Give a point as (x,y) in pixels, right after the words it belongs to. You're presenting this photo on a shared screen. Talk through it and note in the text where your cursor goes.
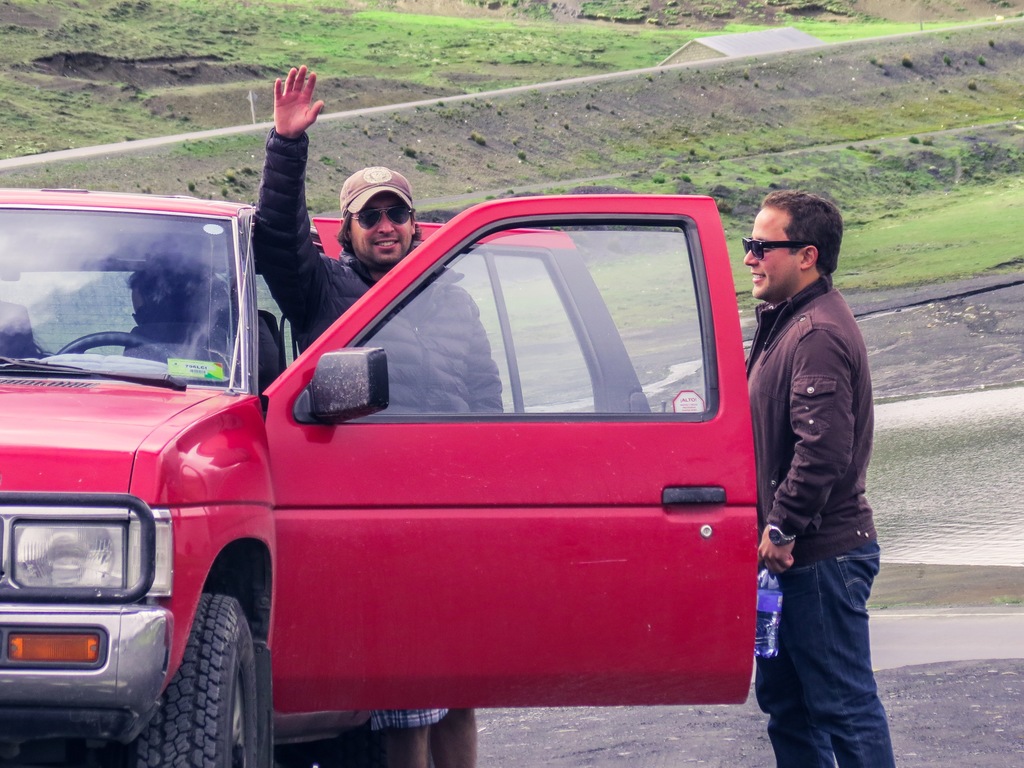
As we can see in the image there is a grass (426,45), two persons (836,717) standing on road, a bottle (776,615) and a car (248,497).
